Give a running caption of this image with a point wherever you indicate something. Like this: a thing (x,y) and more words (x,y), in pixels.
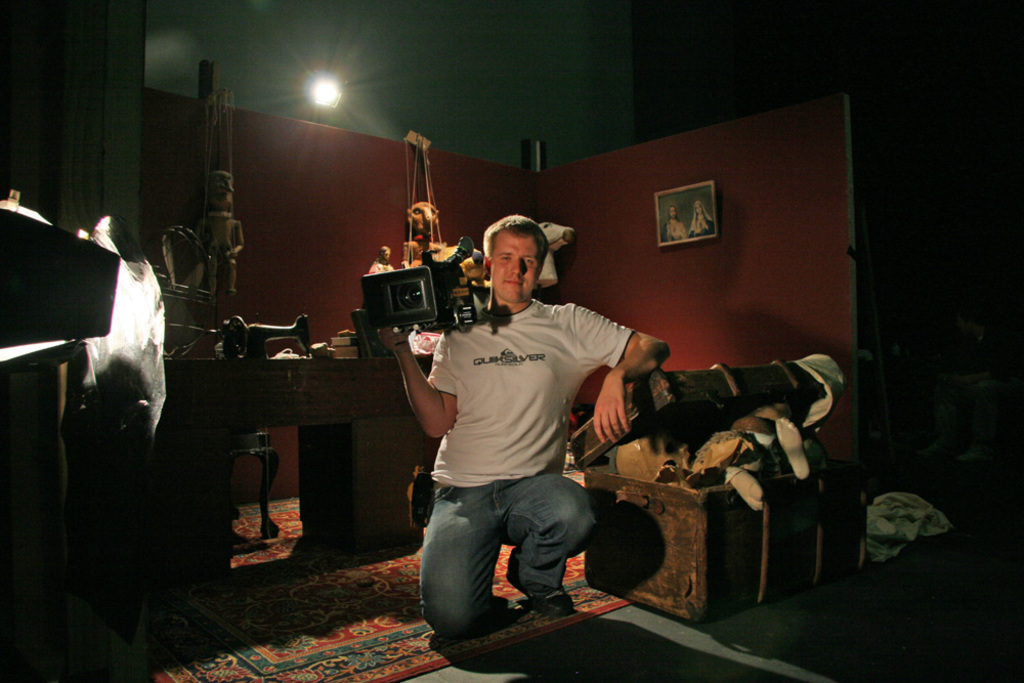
This is the picture of a room (612,460). In this image there is a person (513,425) holding the camera (412,274). There are books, toys (413,227) and there is a sewing machine (253,353) and objects (299,356) on the table (210,388). On the right side of the image (793,457) there are objects (736,438) in the trunk (730,607). At the top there is a light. At the bottom (373,630) there is a mat (364,628). There is a frame (683,222) on the wall (771,231). There is a chair (254,452) behind the table (348,412).
